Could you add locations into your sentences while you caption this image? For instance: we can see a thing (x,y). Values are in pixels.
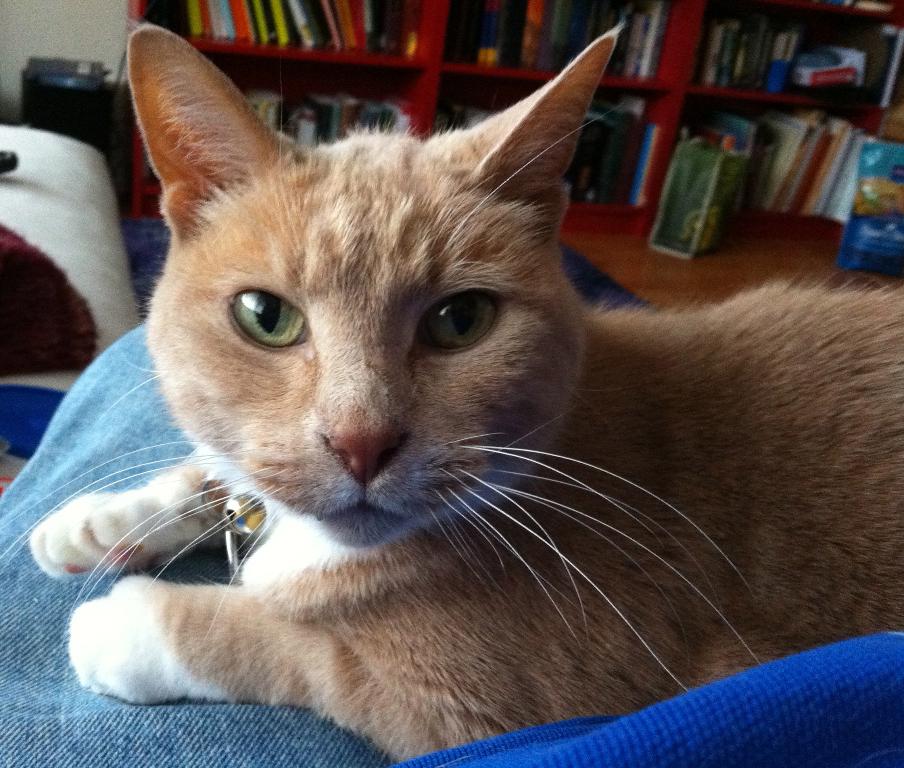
In this picture there is a cat (345,368) which is lying on a lap (731,733). On the back (455,35) i can see many books (901,45) which is kept in the wooden shelves (876,15). In the top left corner (68,70) there is a black dustbin (49,96) near to the wall (38,33). Beside that there is a sofa (94,173).
